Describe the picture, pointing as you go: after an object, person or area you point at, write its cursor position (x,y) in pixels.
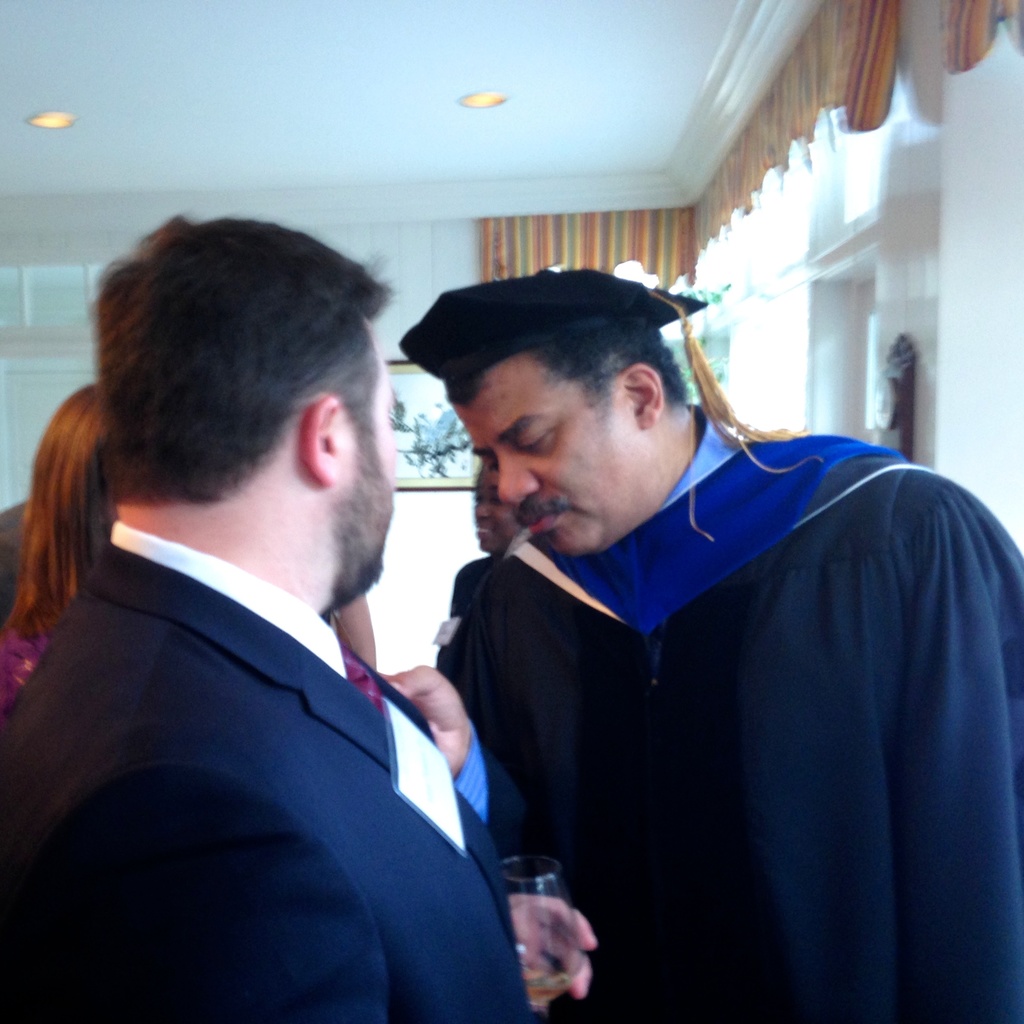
The image is taken in a building (186,197). In the foreground of the picture (585,757) there are two men (496,684), one in a suit (359,758) and one in a gown (599,677), behind them there are people (474,583) standing. At the top (572,133) it is ceiling (376,151) with light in the background (395,426) there is a picture (395,410). On the right (905,372) there is a clock (906,344) to the wall (901,327). On the left (54,385) it is door (11,407).
